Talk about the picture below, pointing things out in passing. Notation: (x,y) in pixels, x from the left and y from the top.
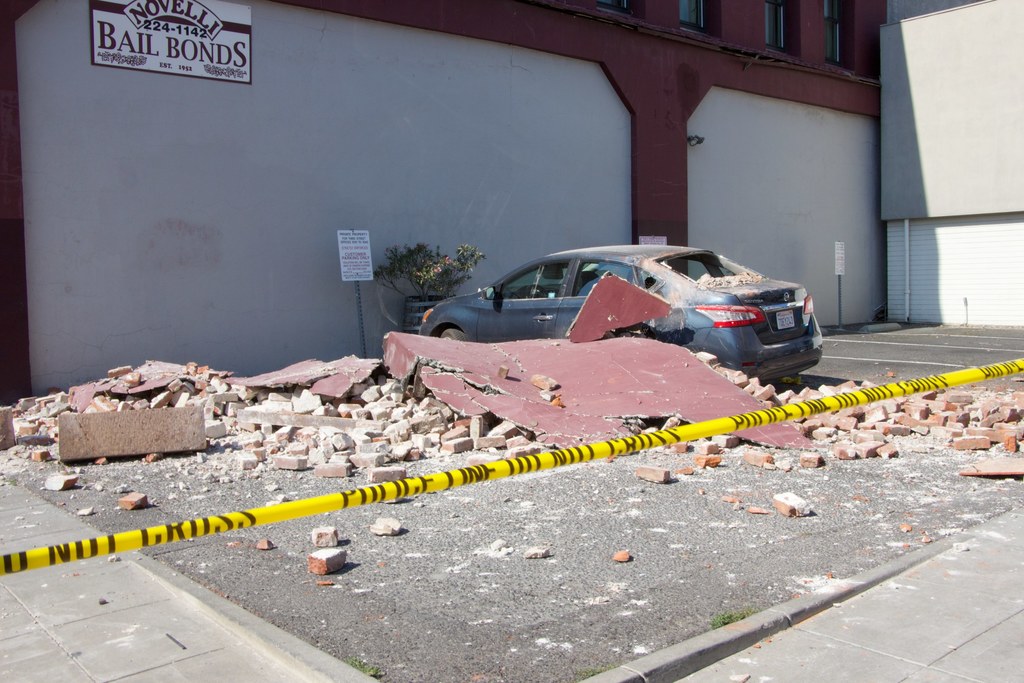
In the image we can see there is a broken wall (485,435) on the ground (26,458) and there are red bricks (962,444) of the wall (962,444) are on the ground (440,558). There is a car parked on the ground (1007,346) and there is a plant (419,286) kept in the pot (415,305). There are buildings (515,72) and there is a hoarding (186,48) on the wall (126,174) on which it's written ¨Bail Bonds¨.
